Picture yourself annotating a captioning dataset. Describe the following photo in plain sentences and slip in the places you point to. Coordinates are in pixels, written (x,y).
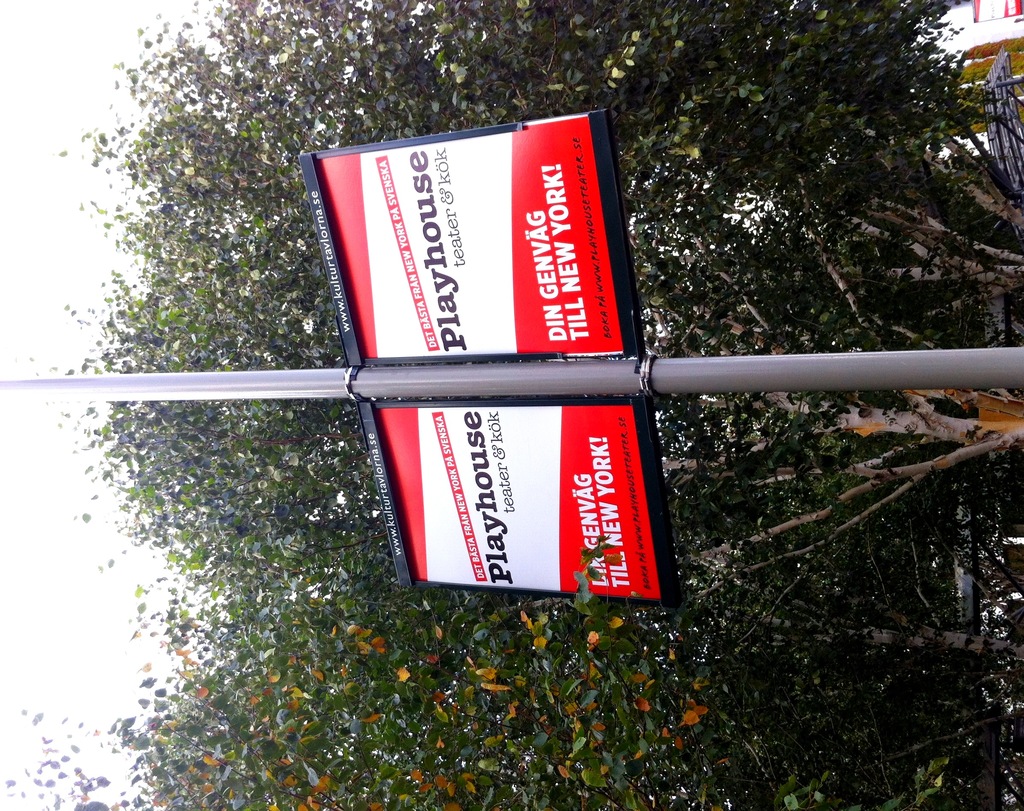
This is a tilted image, in this image there is a pole (406,370) for that pole (195,383) there is a board (482,278), on that board (423,180) there is some text (473,565), in the background (168,197) there is a tree (462,700).
